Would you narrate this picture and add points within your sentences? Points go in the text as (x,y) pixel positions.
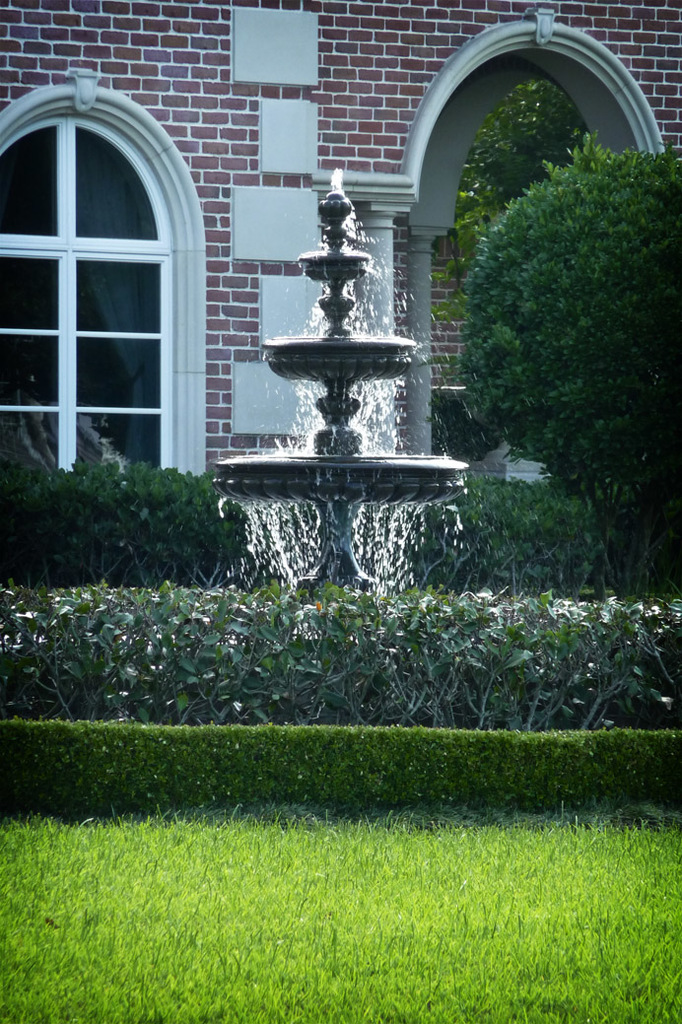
This place is looking like a garden (229,887). At the bottom of the image (276,923) I can see the grass (421,912). In the middle of the image (335,493) there is a fountain (335,504). Around this I can see few plants (644,620). In the background (172,138) there is a building (235,113).
